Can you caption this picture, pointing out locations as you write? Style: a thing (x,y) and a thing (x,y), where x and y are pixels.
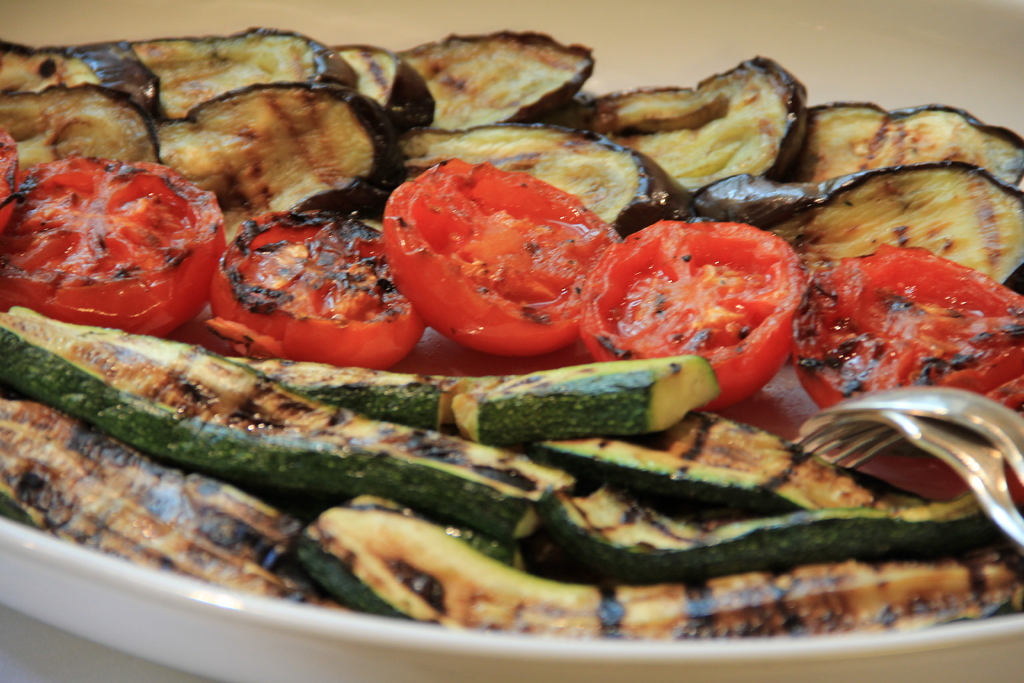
In the image in the center (499,361), we can see one plate (756,647). In the plate (399,648), we can see some food items (625,312).
